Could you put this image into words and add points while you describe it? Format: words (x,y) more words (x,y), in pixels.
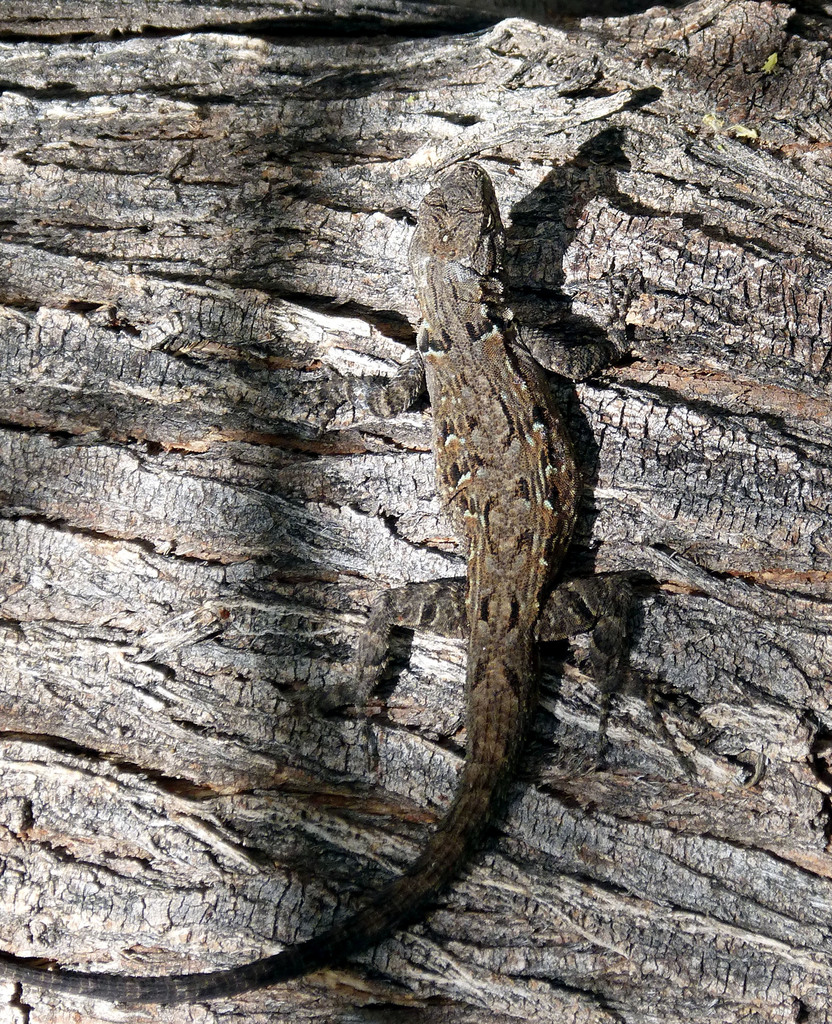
In the image I can see a lizard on the tree trunk (87,211).
